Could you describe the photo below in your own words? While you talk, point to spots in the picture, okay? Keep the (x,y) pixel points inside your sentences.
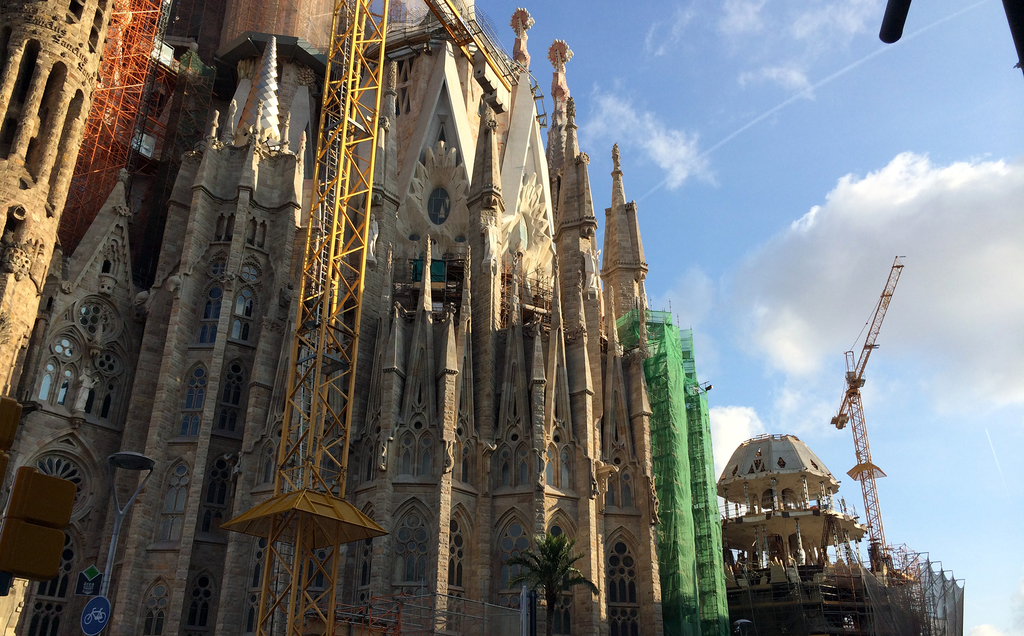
In this picture we can see construction buildings (646,531) and behind the buildings (630,369) there is the sky (722,325).
